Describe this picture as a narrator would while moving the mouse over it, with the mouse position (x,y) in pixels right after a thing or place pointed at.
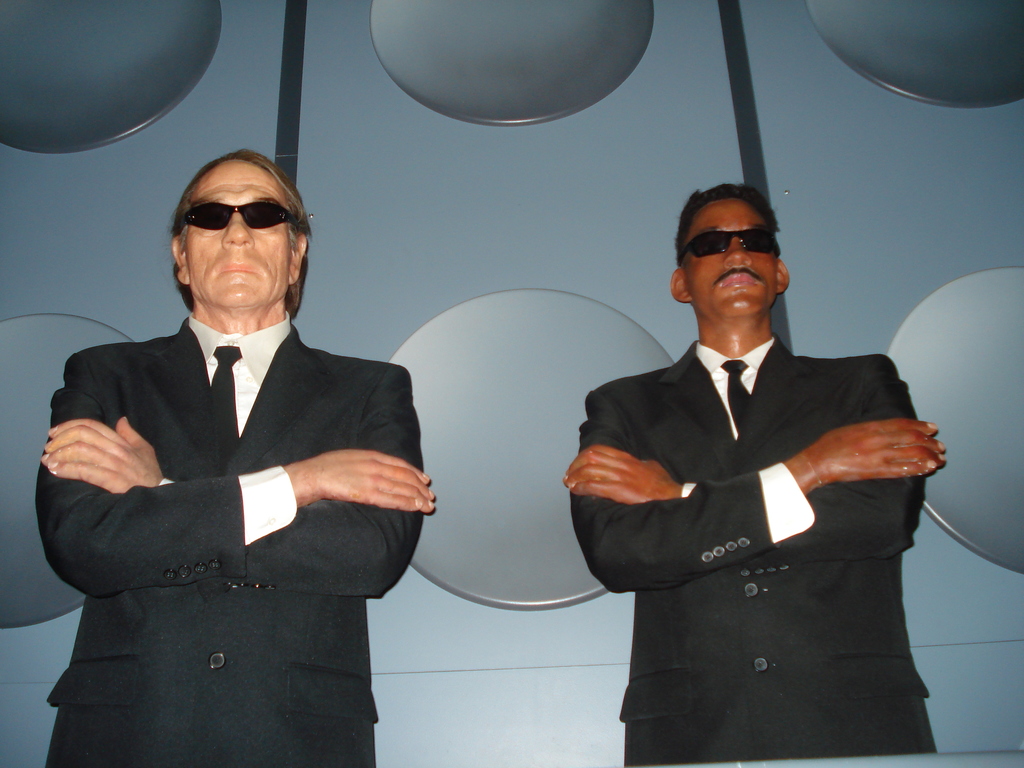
In the image we can see there are statues (125,539) of two men (196,559) standing and they are wearing formal suit (135,515) and black colour sunglasses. Behind there is a wall (696,168).
